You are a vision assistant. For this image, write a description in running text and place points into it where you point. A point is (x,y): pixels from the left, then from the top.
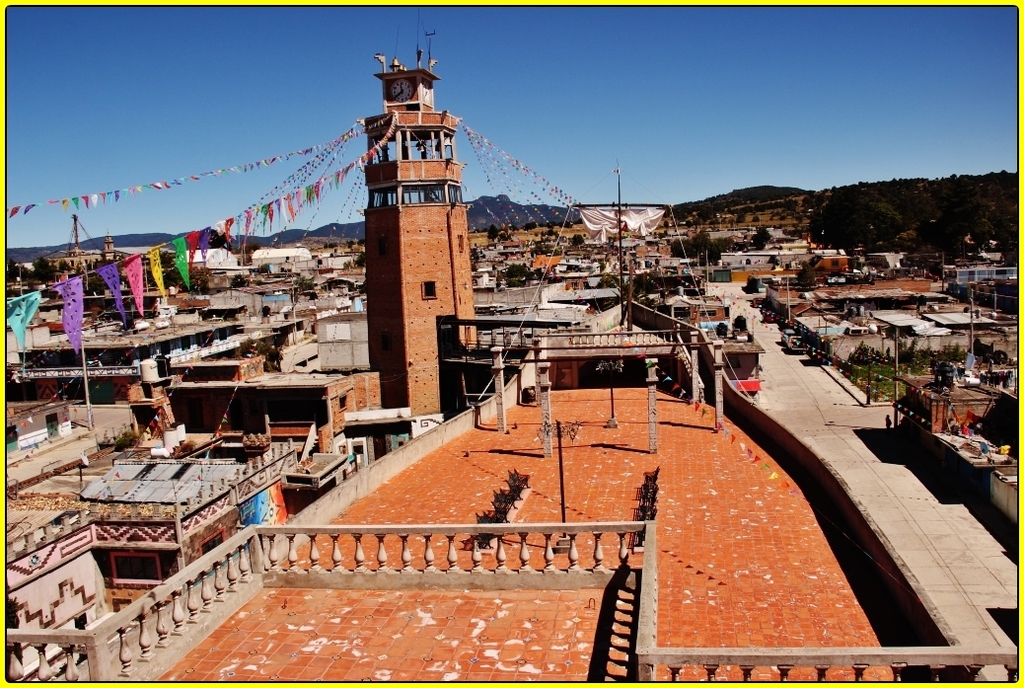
In this image there are buildings (471,378), there are decorative flags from a clock tower (377,208), there are roads (807,426), trees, electric towers (897,350) with cables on it, objects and mountains (159,240).
